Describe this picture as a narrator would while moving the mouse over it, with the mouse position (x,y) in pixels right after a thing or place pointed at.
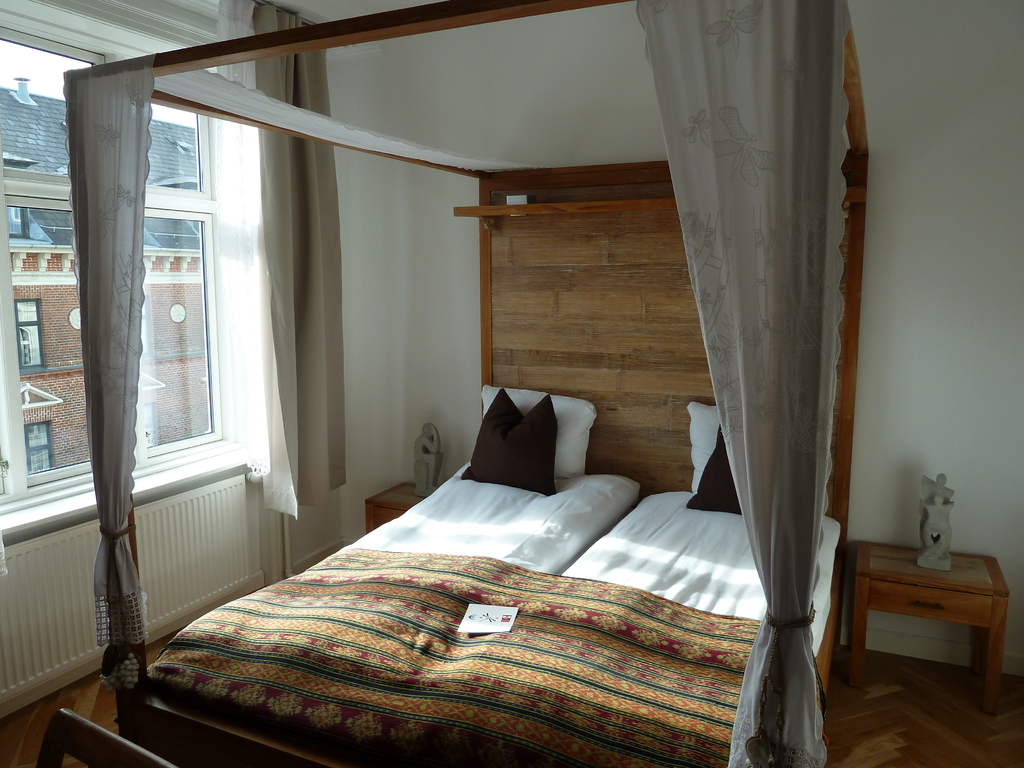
In this picture we can see a room (729,253) with bed (530,577) and on bed (611,670) we have card (485,626), bedsheet (447,644), pillows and here we can see wall (439,293), curtains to windows (70,319), table (873,561) some sculpture (924,537) on it and from window (149,226) we can see building (185,351).
